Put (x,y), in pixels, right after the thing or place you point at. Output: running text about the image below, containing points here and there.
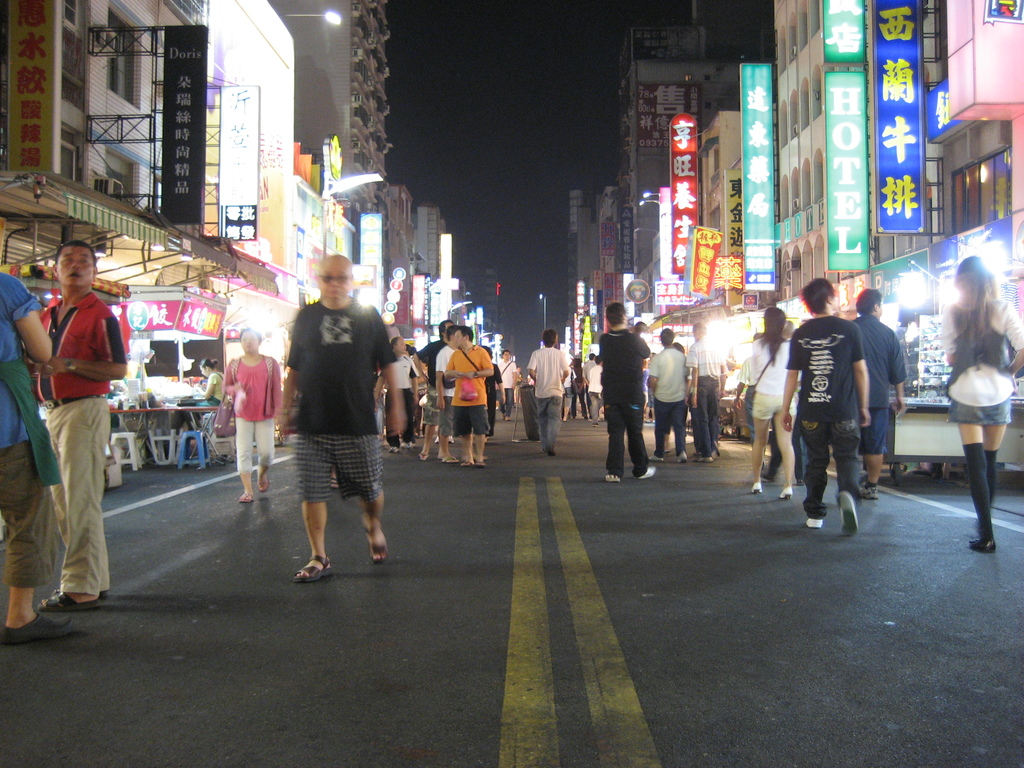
In this image there are group of people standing on the road (348,505), and there are chairs (151,441), table (151,410), buildings (102,32), light boards (480,317), and in the background (532,198) there is sky (532,198).
